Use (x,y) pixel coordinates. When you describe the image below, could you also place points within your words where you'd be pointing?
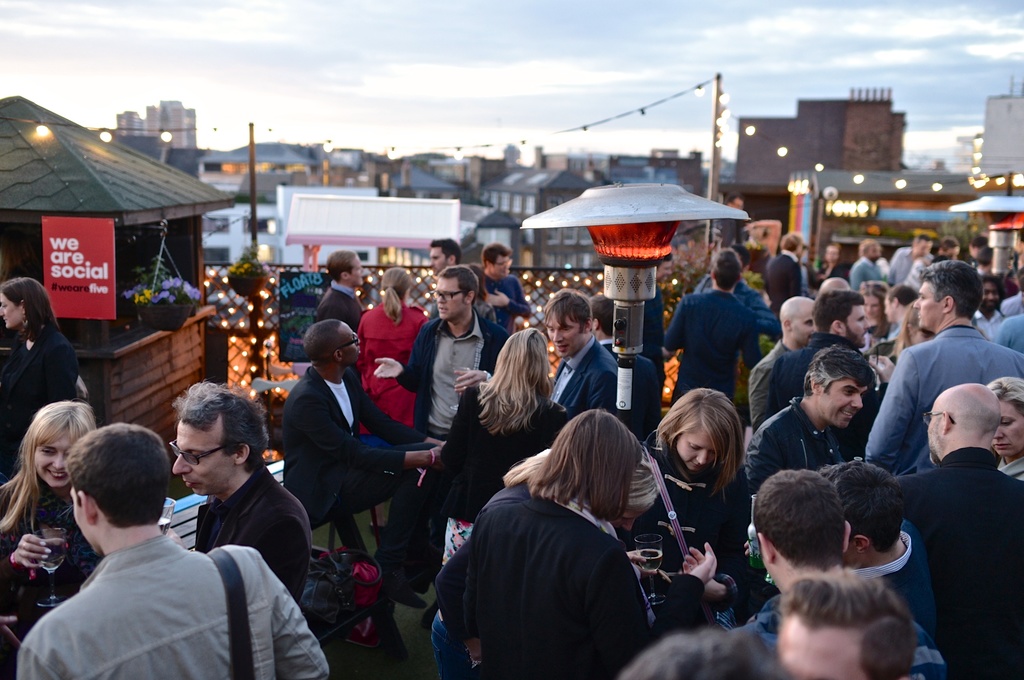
This image is clicked outside. There are so many persons (546,432) in the middle (541,380). There are so many stalls (2,171) in the middle (396,244). There is sky (564,84) at the top (593,54). There are buildings (874,121) in the middle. There is sky (136,38) at the top (39,68).
